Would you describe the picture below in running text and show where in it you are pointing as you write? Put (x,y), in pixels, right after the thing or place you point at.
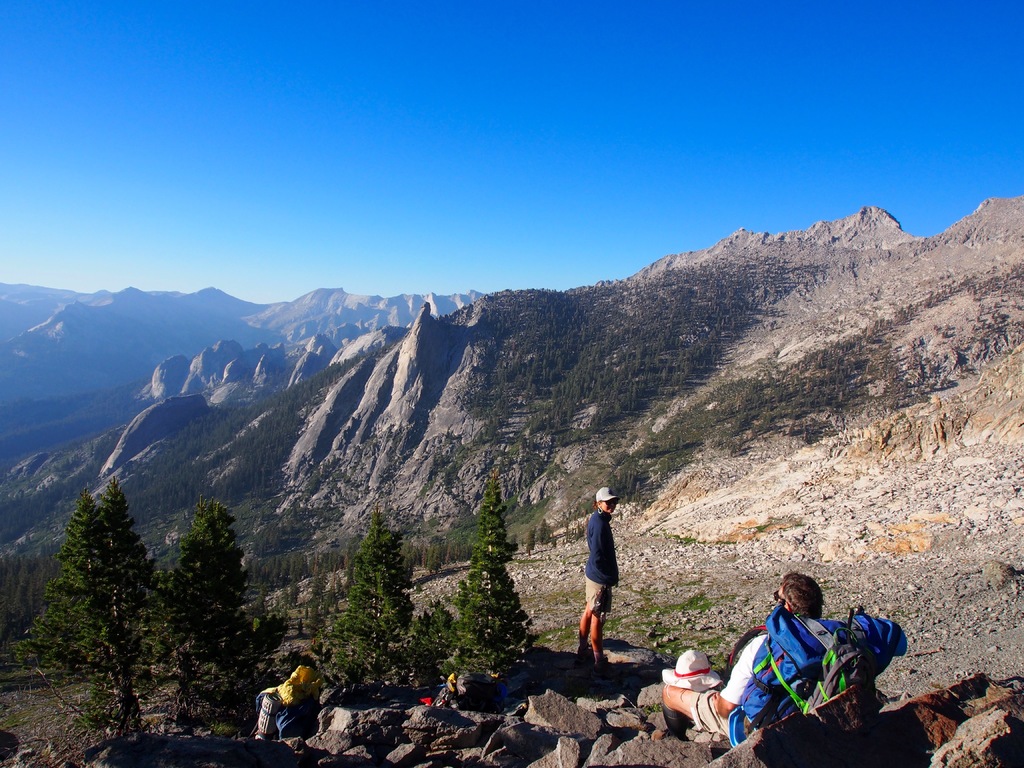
In the center of the image (609,500) there are two persons (602,528). There are stones (481,735) at the bottom of the image (421,744). In the background of the image (482,446) there are mountains (540,380). There are trees (220,555). At the top of the image (349,119) there is sky (479,152).
